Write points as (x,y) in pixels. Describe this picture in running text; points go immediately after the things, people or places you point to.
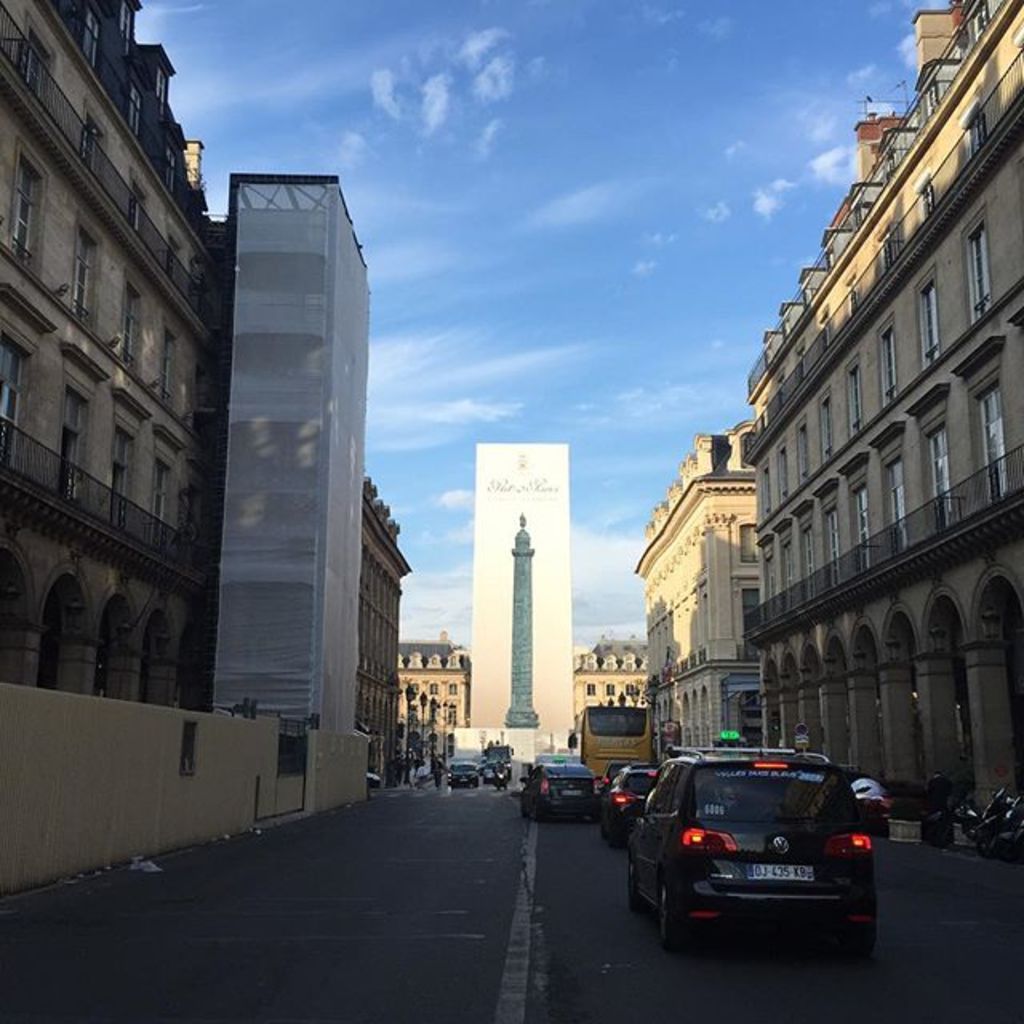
At the bottom of this image (644,759), there are vehicles (610,756) on the road (984,957). On both sides of this road (576,826), there are buildings (3,336). In the background (396,634), there is pole (524,599), there are buildings (629,657) and there are clouds (425,401) in the blue sky (642,169).
